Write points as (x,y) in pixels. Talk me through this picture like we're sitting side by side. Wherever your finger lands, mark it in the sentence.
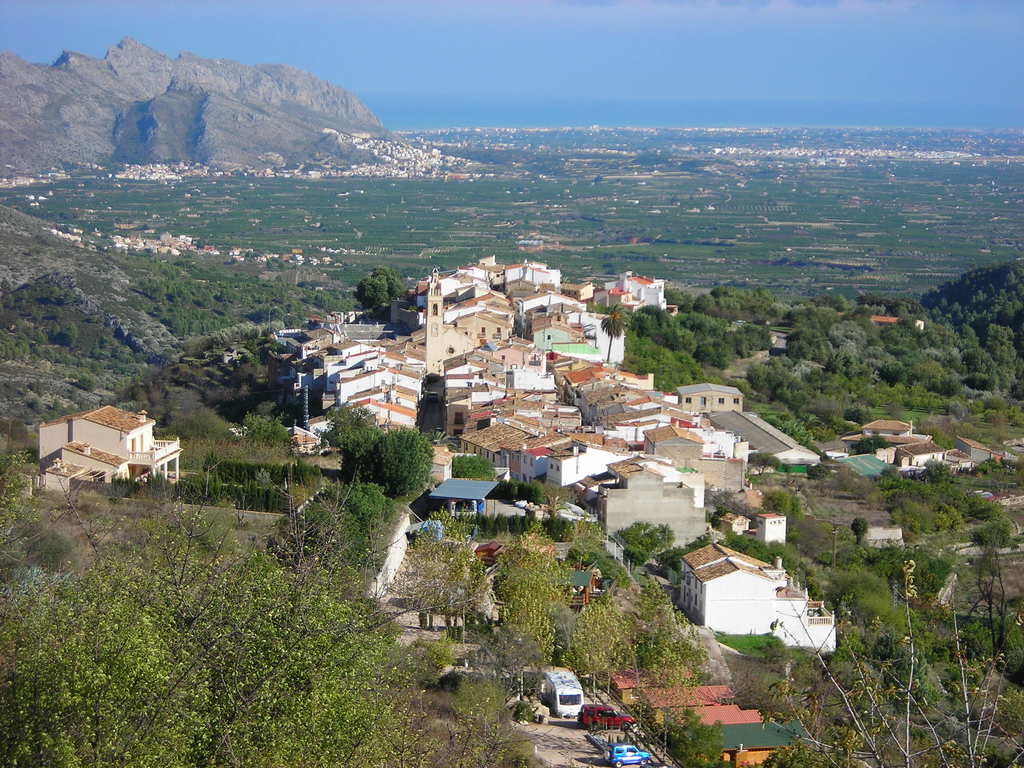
In the foreground (470,402) I can see grass (767,649), plants (334,676), trees (336,517), houses (528,440), buildings (627,673), farms (397,222) and vehicles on the road (578,725). In the background (715,70) I can see mountains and the sky (668,82). This image is taken may be during a day.
